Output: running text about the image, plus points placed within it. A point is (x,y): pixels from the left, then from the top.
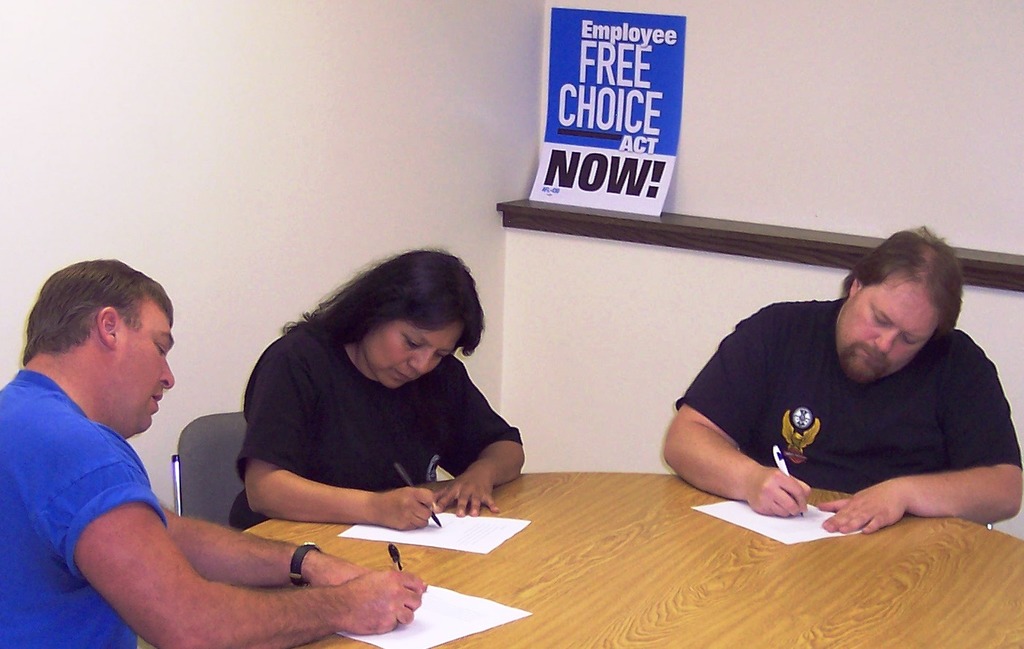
In this picture I can observe three members (378,431) sitting on the chairs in front of the table (526,533). They are writing on the papers (449,542). In the background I can observe wall (540,116).
